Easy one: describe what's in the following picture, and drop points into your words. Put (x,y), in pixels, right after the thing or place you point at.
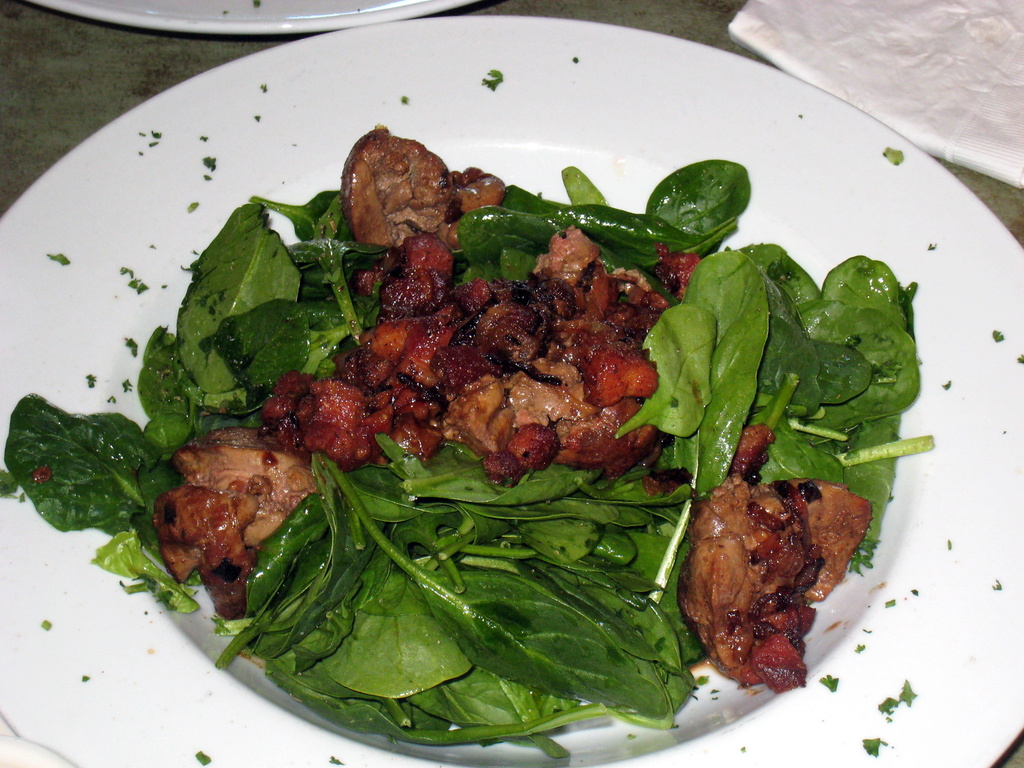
In the foreground of the picture (510,213) there is a plate (937,397), in the plate (941,415) there are leaves (324,342) and a food item (460,378). At the top (920,60) there is a tissue paper (801,40) and a plate (144,21).
